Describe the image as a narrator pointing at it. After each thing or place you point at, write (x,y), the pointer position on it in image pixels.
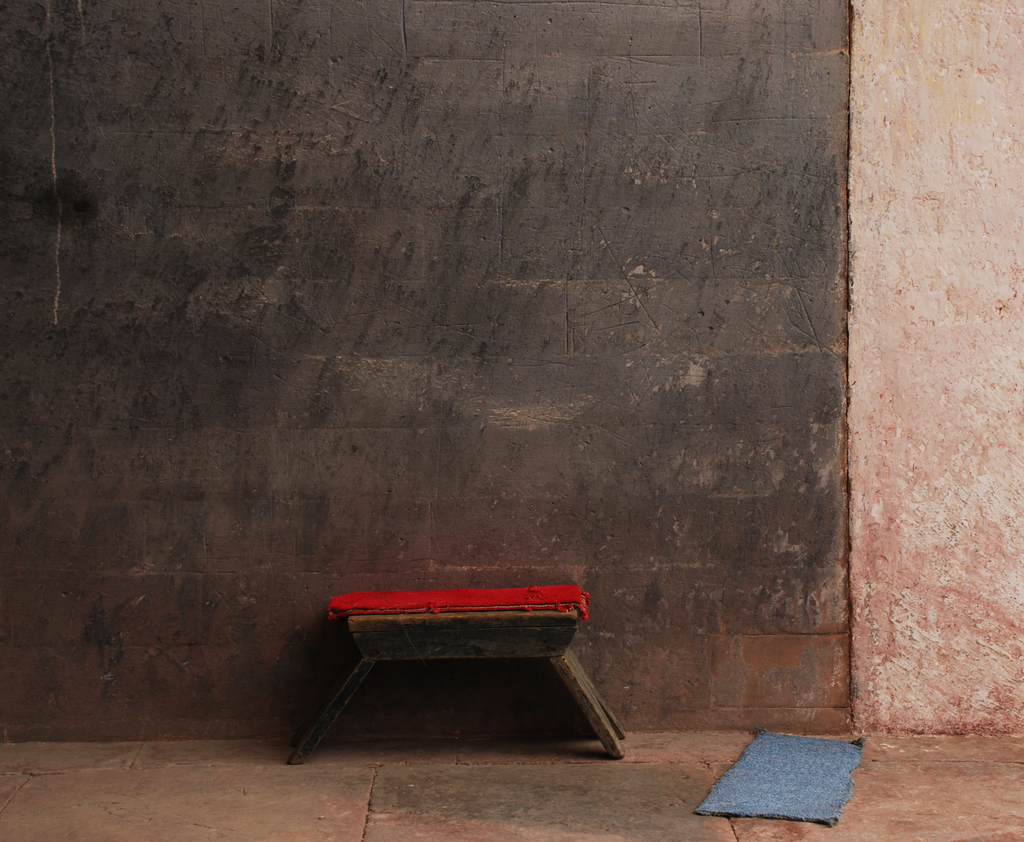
In this image we can see the wall (502,224) in the background (758,224), one mat (792,771) on the floor (594,755), one small wooden table (443,634) near the wall (761,716) and one red color object (527,596) on the table (463,636).
